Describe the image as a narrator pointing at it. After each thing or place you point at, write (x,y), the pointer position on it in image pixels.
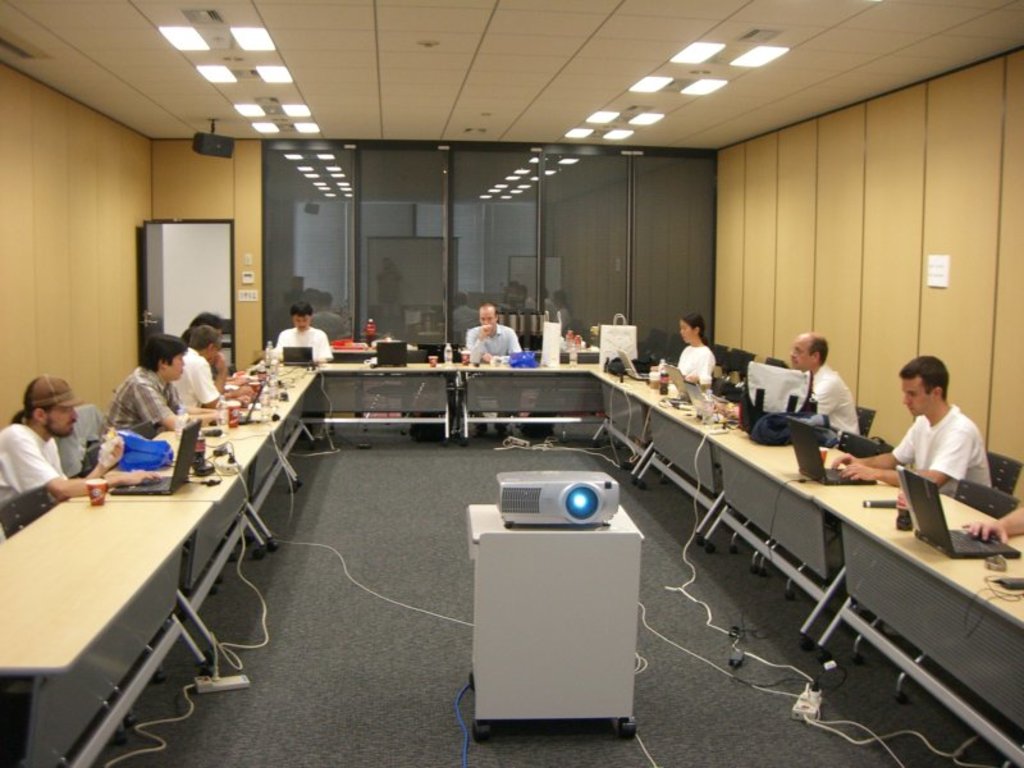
There are people (116,389) sitting on chairs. In front of them there is table (144,504) on the table (280,374) there is laptop (184,441), cups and few other things (200,434). In the on a table (552,591) there is a projector (557,520). in the background (578,219) there is a glass wall (433,279) and a door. On the top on the ceiling (257,50) there are lights (700,42).
